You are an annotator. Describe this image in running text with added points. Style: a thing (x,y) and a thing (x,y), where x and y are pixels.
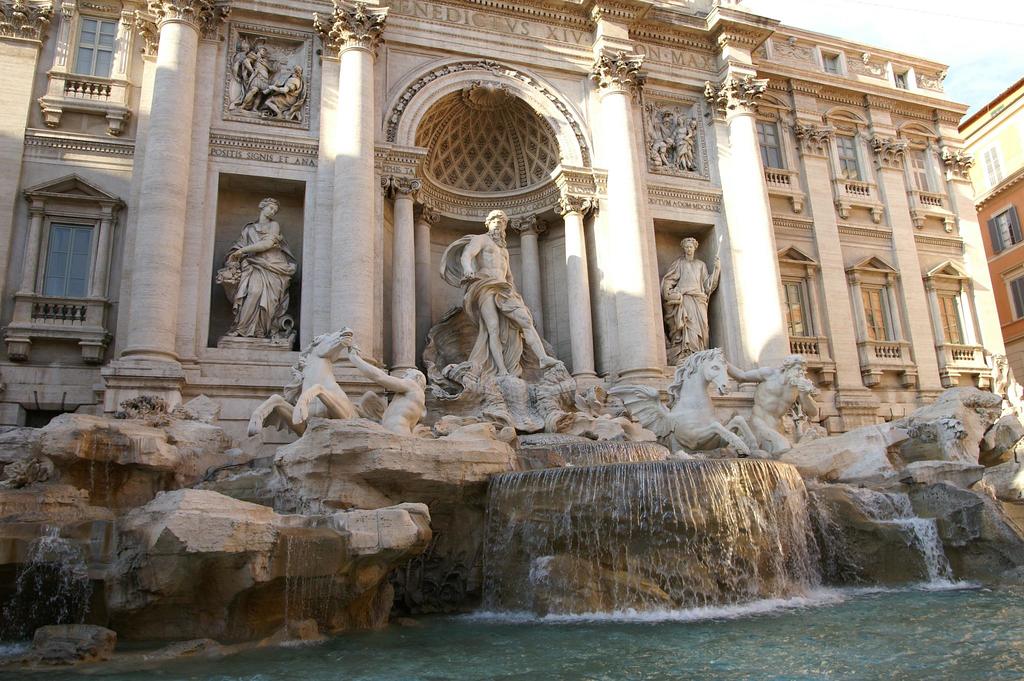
In this picture, it is called as a "Trevi Fountain" (536,323). On the right side of the fountain (251,240) there is a building (981,157). Behind the building (968,128) there is the sky (969,89).
